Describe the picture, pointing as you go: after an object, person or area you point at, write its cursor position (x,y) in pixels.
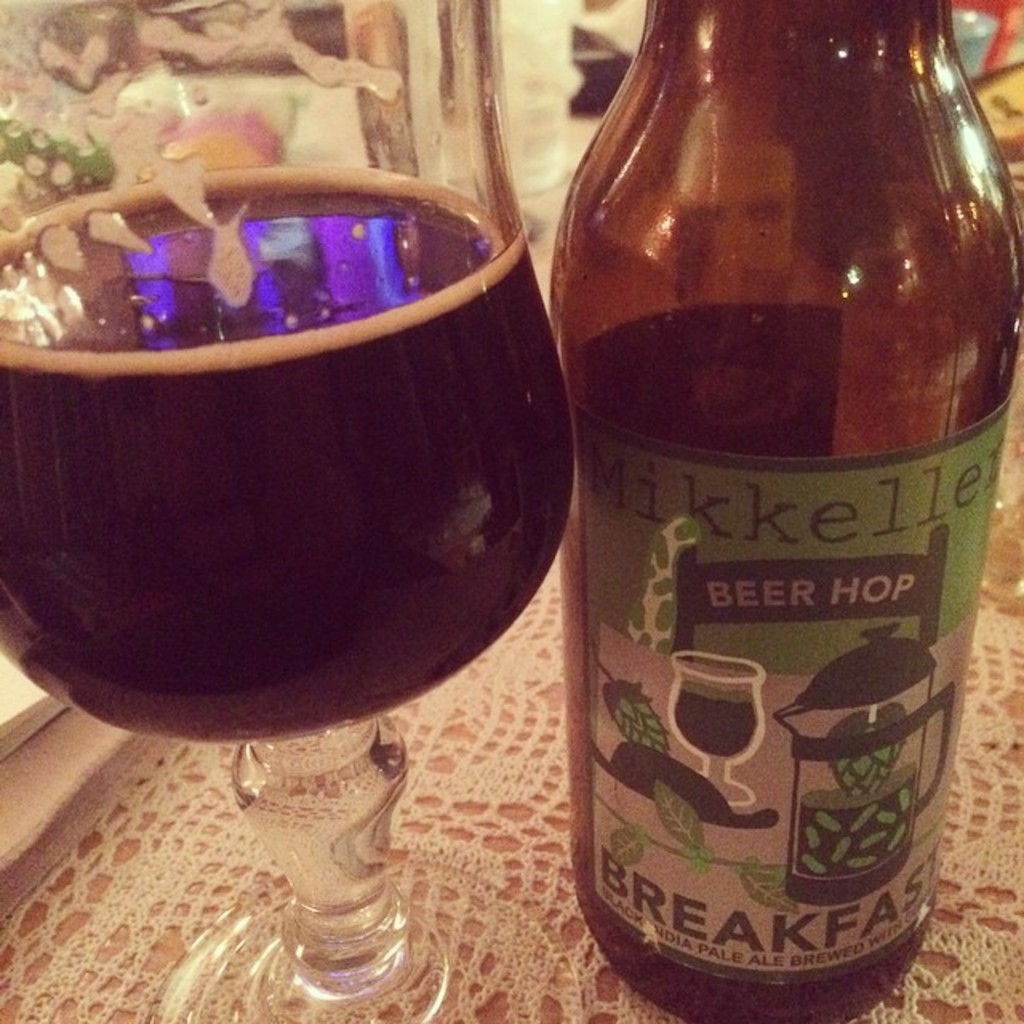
As we can see in the image there is a glass (240,482) and bottle (879,690) on table (992,902).
